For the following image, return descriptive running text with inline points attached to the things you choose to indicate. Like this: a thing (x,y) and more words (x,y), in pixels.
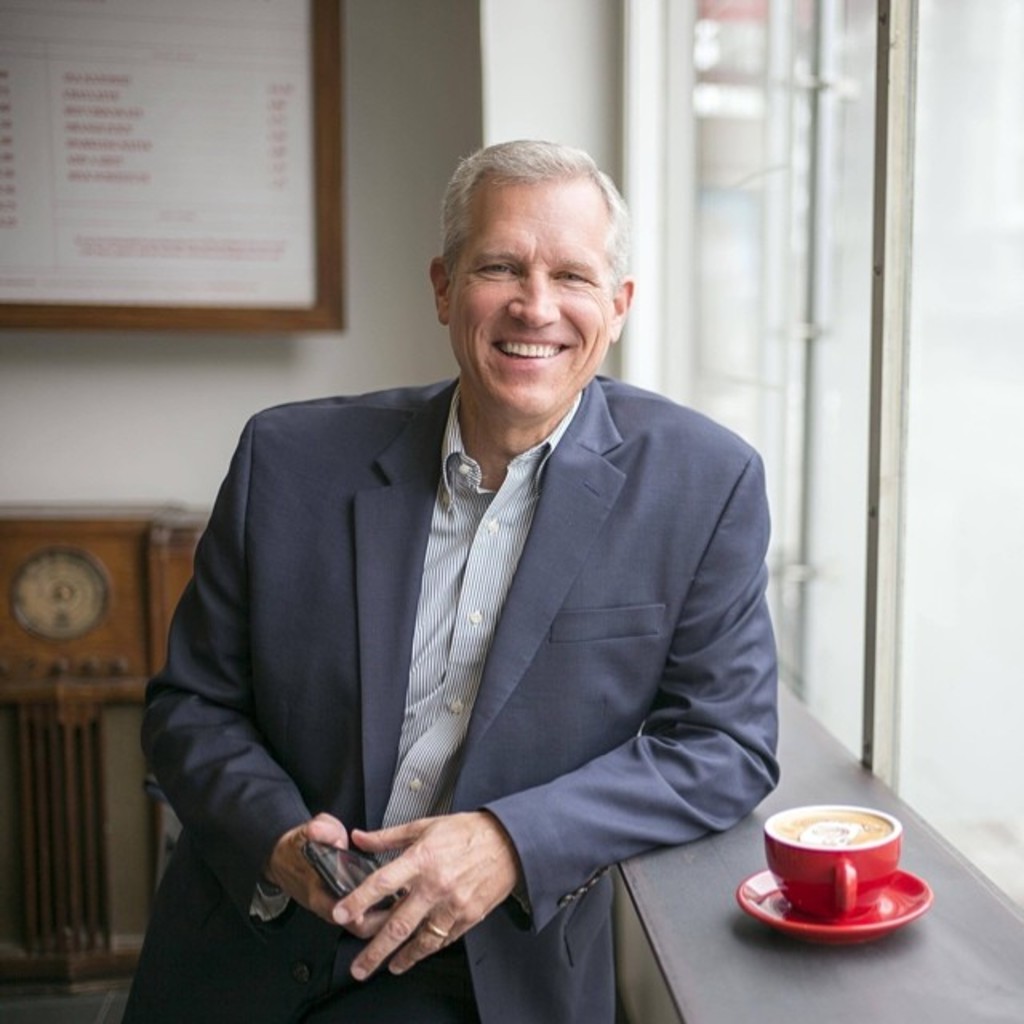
In the image in the center (480,546) we can see one man (422,678) standing and holding phone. And he is smiling, which we can see on his face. On the right side (709,870), there is a table (693,899), cup (796,864), saucer (766,903) and coffee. In the background (50,323) there is a wallboard (96,301), table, glass window (867,159) and few other objects (130,577).
